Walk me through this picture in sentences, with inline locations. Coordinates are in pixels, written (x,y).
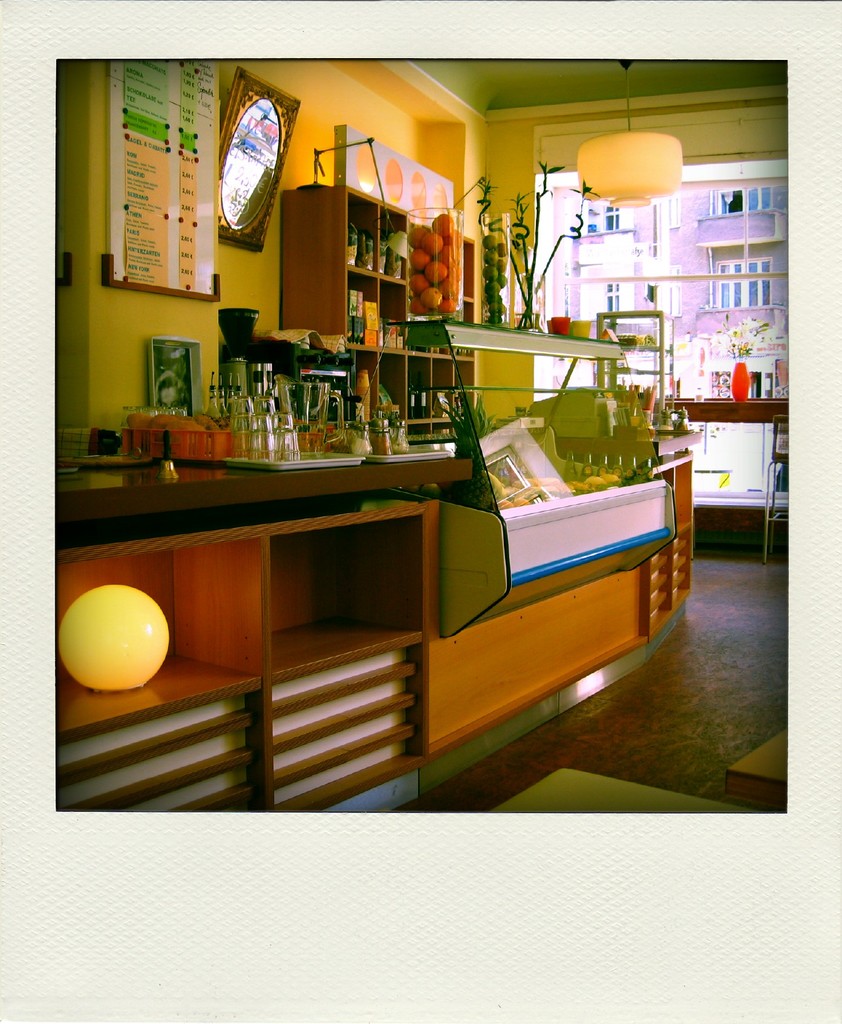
This image is a photograph. In the center (535,679) we can see a countertop (341,497) and there are things (302,454) placed on the counter top (310,478). In the background (448,361) there is a shelf (417,361) and we can see bottles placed in the shelf (407,354). There are decors (522,323) and flower vase (743,383) placed on the table (722,413). We can see a chair (782,473). There are lights (137,642). In the background (113,79) there is a board (196,215) and a frame (240,226) placed on the wall (203,309).
